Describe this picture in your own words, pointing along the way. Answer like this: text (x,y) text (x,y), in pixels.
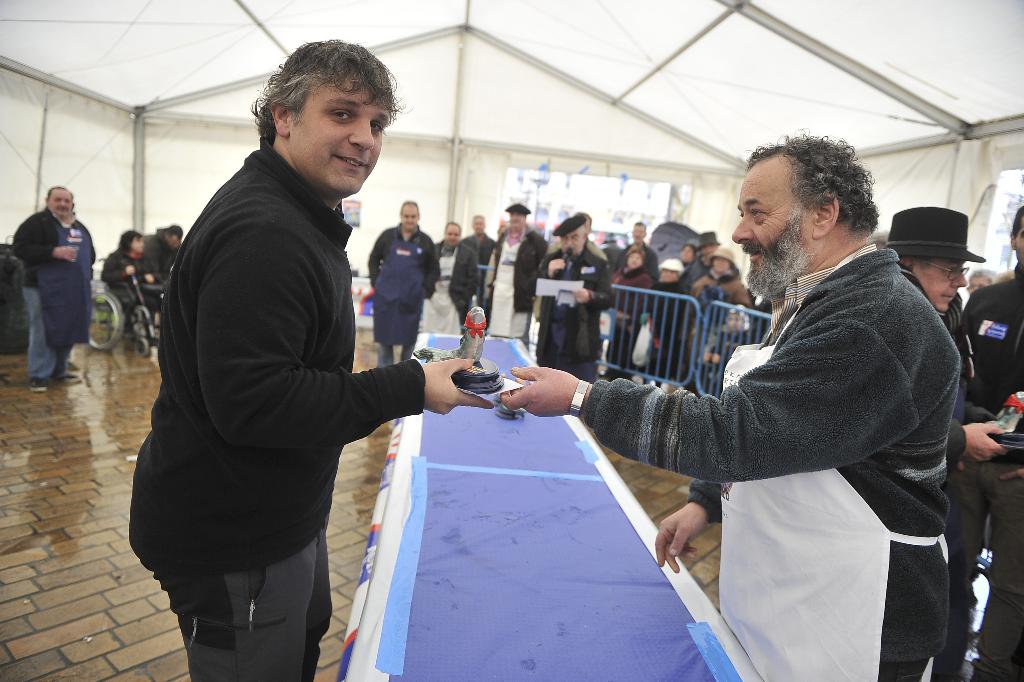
In this image I can see a person (206,224) holding something. Back I can see few people (723,305) around. I can see table (587,558) and blue color banner (562,540) is on it. We can see blue color fencing (696,308) and white tent (635,118).
